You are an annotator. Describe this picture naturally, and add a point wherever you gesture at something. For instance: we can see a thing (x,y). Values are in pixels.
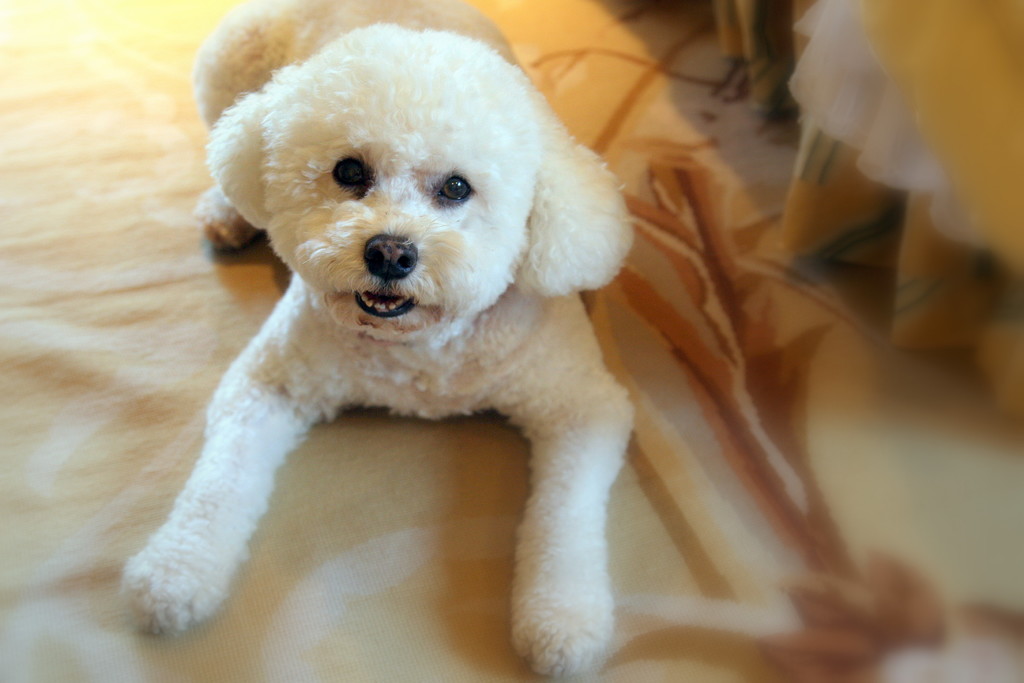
In the image there is a white puppy (421,327) laying on the floor (634,187), the floor (684,438) had carpet (706,54) on it.
